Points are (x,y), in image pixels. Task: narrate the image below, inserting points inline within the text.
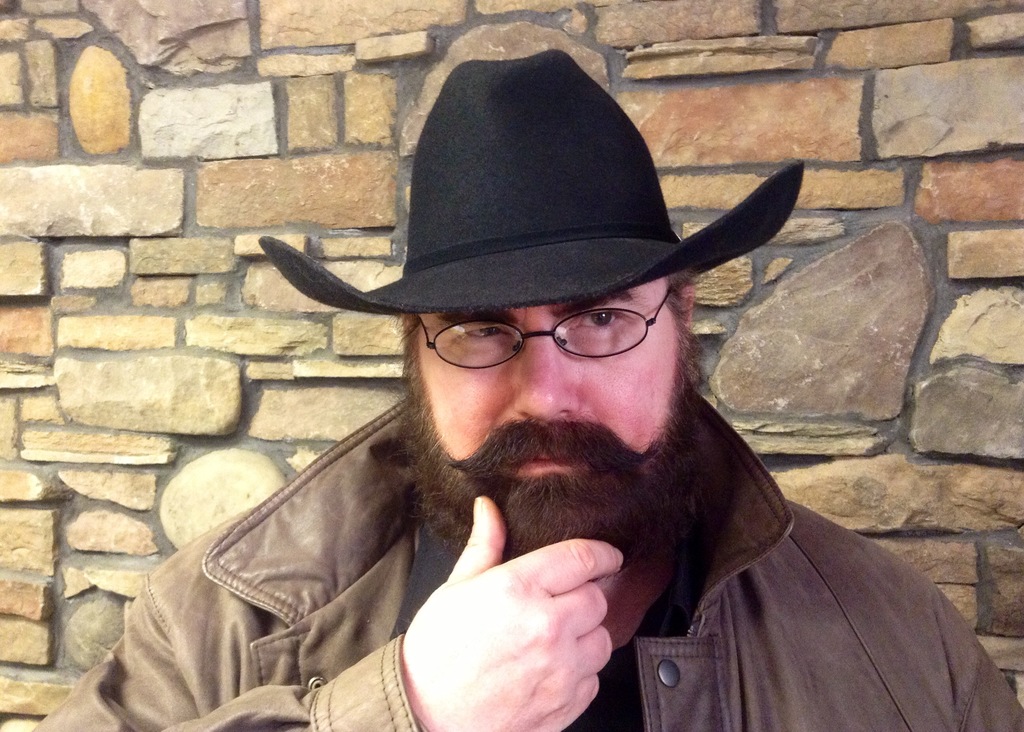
In this image we can see a man (618,559). A man (593,605) is wearing a hat (522,203) and spectacles (613,321). There is a wall (247,161) in the image.
